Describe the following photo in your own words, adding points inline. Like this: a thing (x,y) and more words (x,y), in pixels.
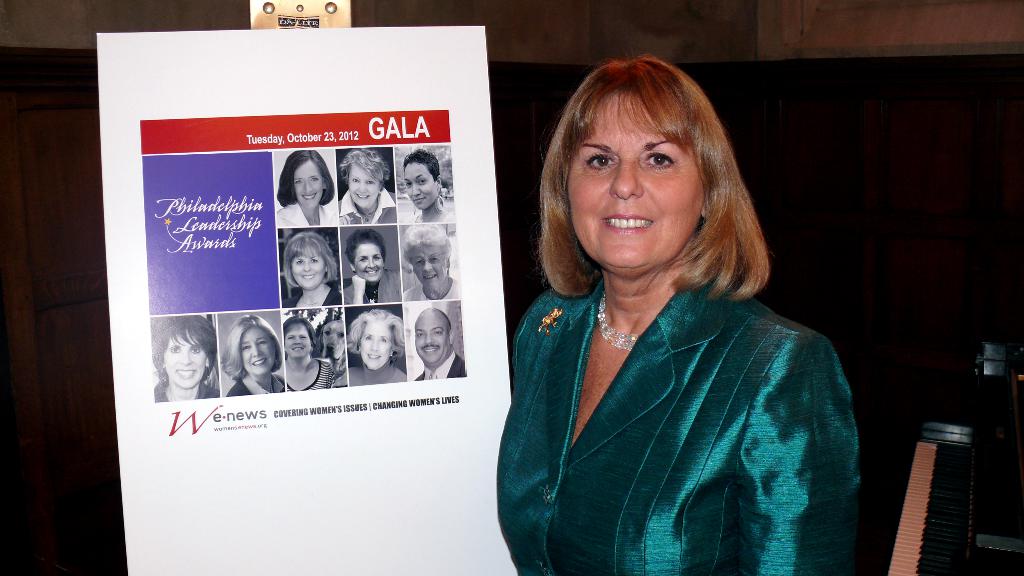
In front of the image there is a person (588,280) standing and she is having a smile (645,215) on her face (655,223). Beside her there is a board (301,356) with some pictures (431,161) and text (294,417) on it. Behind her there are wooden cupboards (850,141). On the right side of the image (909,482) there is a piano (960,461). In the background of the image (422,10) there is a wall (422,10).
